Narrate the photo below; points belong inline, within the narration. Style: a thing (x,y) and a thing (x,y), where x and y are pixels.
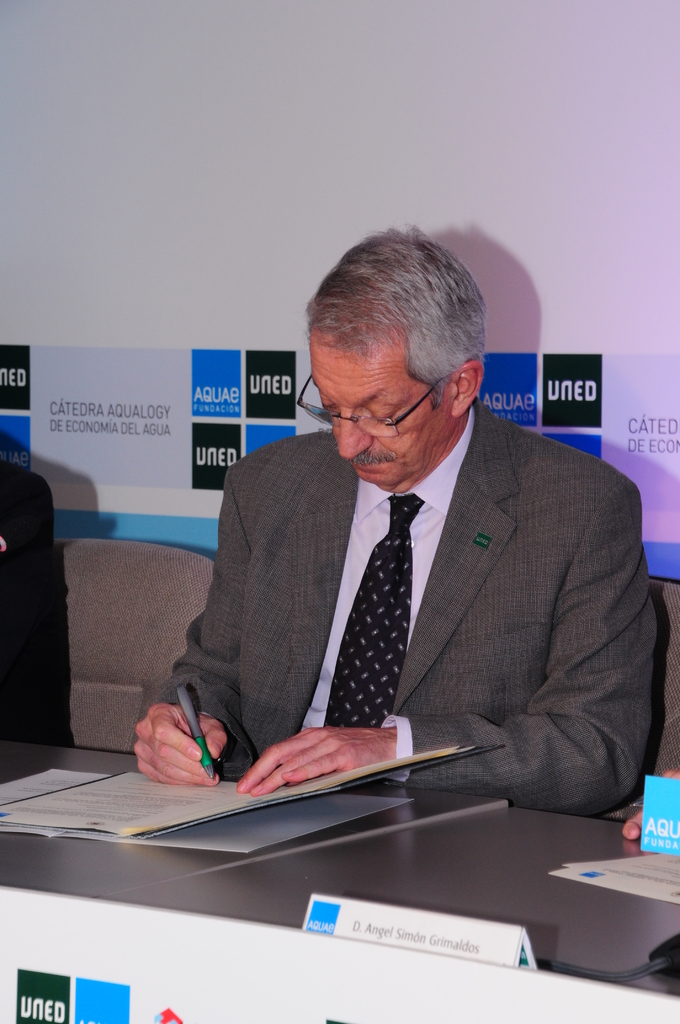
In this picture there is a man (556,683) sitting on chair (664,610) at the table (321,876). He is wearing a suit (290,624), spectacles (368,425) and he is holding pen (194,730) in his hand (205,730). This seems to be his writing. On the table (159,884) there are name boards (414,925), papers (619,889) and files (121,821). In the background (161,278) there is board (169,250) with text (103,417) on it.
